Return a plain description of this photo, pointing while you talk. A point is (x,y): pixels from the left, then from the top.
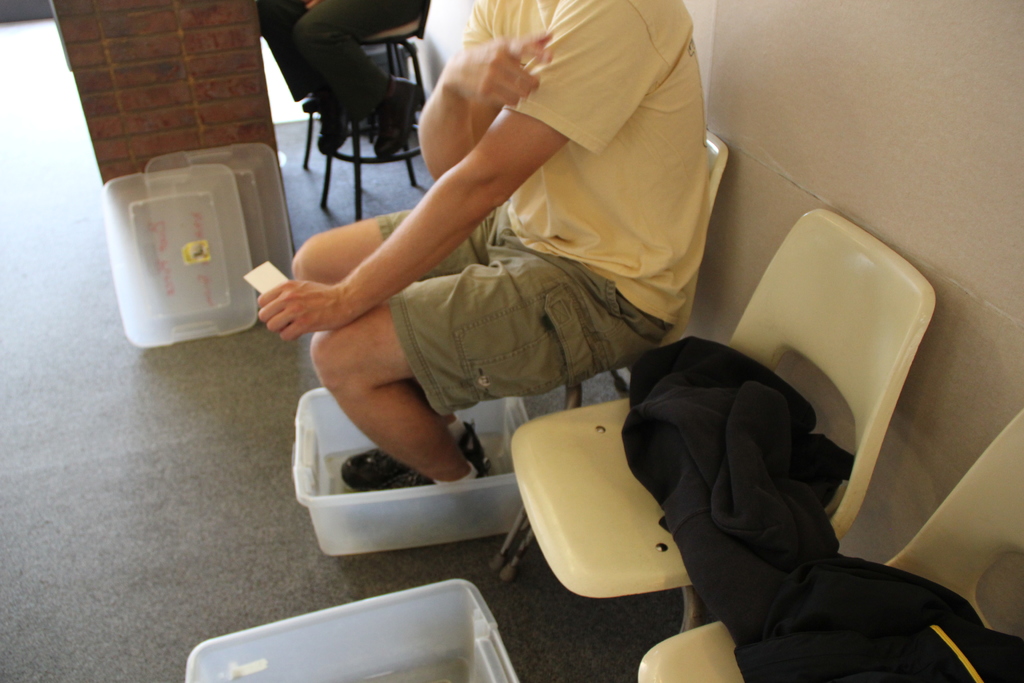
In the picture we can see a person (489,352) sitting on a chair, in the background (143,121) we can see a pillar (155,110), a stool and some persons legs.
